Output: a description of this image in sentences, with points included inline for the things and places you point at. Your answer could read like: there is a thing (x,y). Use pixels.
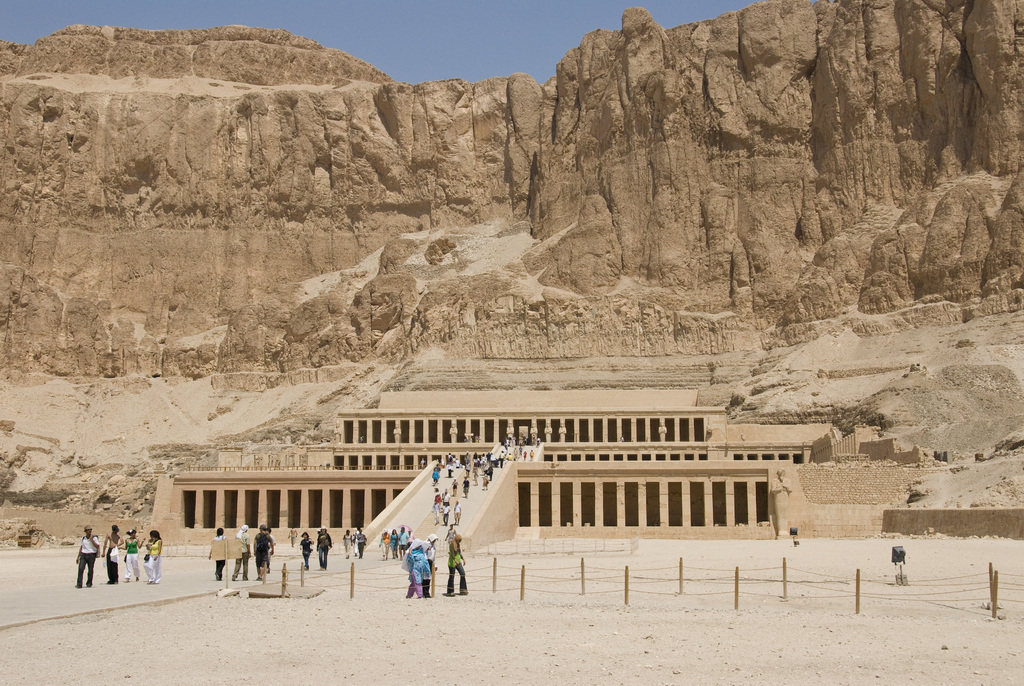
In the image there are many people (307,548) walking on the path (477,486) to a building (437,438) engraved on a mountain (515,185) and above its sky (495,34).
